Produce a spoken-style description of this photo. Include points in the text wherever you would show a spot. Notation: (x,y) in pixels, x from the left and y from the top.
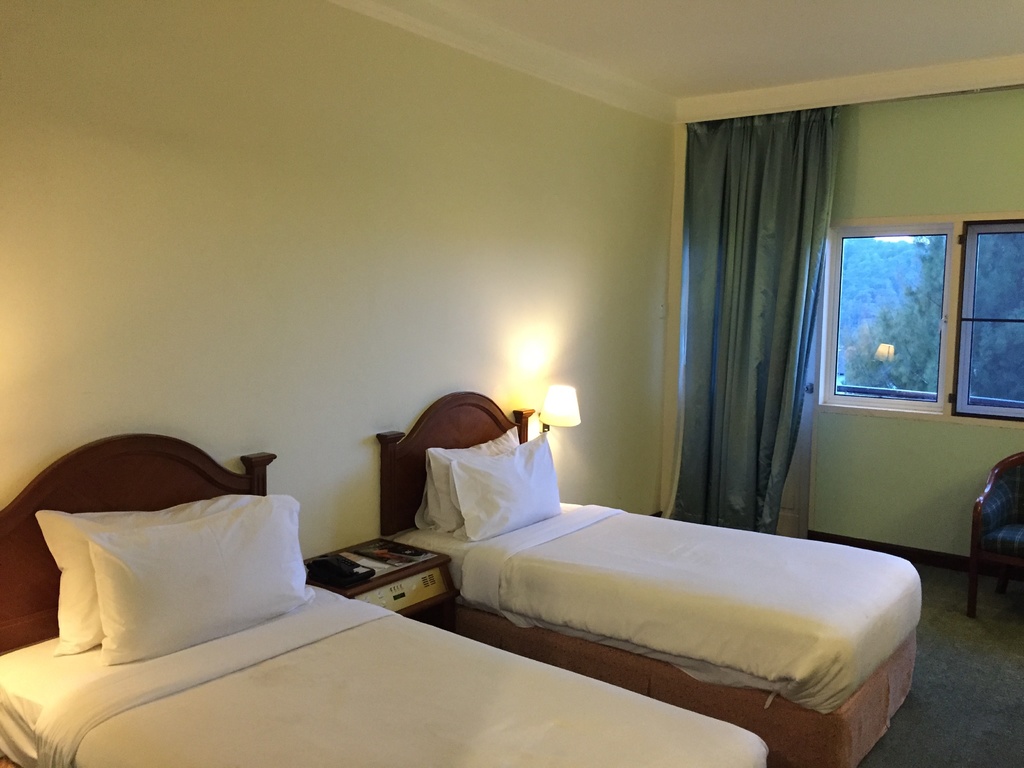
This pictures of inside the room (929,601). In the foreground (349,576) we can see there are two beds (520,578) and the top of which two pillows (526,509) are placed and there is a side table (415,569), side lamp (557,411). In the background (828,349) we can see there is a chair (994,496) window (950,267), wall (912,211) and a curtain (707,226).
